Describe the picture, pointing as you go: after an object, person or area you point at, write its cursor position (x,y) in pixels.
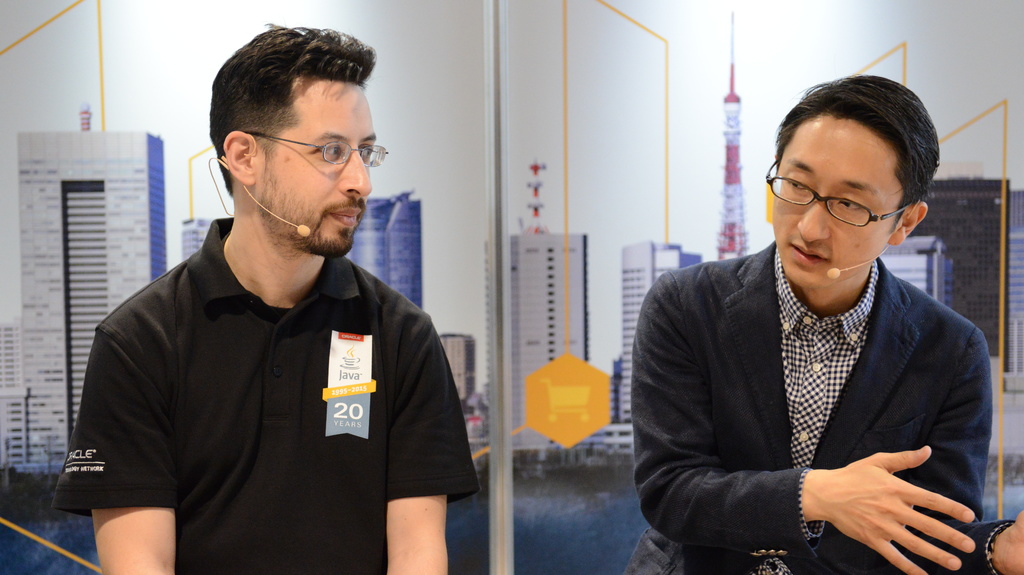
In the image I can see two people (346,430), among them a person (798,416) is wearing the suit (858,403) and behind there are some posters (387,235).
